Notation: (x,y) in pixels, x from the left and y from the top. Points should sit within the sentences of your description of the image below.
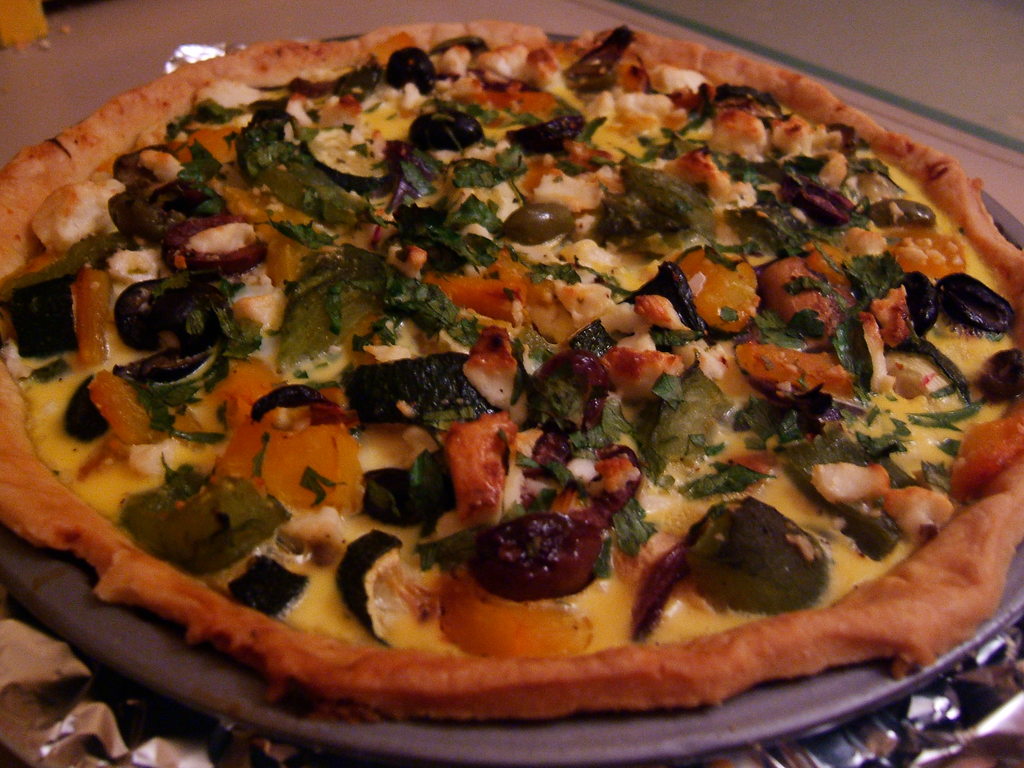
In this image there is a pizza (62,157) on the pan (778,704) with so many toppings (788,602) and cheese (732,603).
